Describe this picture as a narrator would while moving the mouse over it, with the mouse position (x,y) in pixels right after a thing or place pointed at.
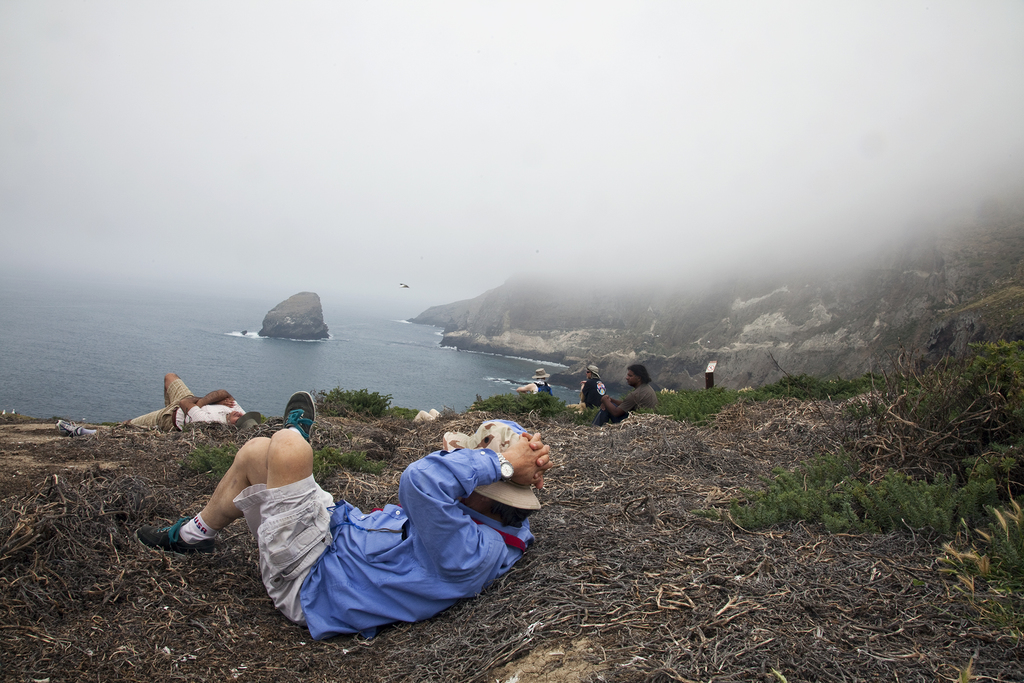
In the center of the image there is a person (441,538) sleeping on the ground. On the right side of the image (892,499) we can see plants (908,454). In the background (848,346) there are hills (302,301), bird (403,288), persons (168,400), water (282,361) and sky (269,187).
